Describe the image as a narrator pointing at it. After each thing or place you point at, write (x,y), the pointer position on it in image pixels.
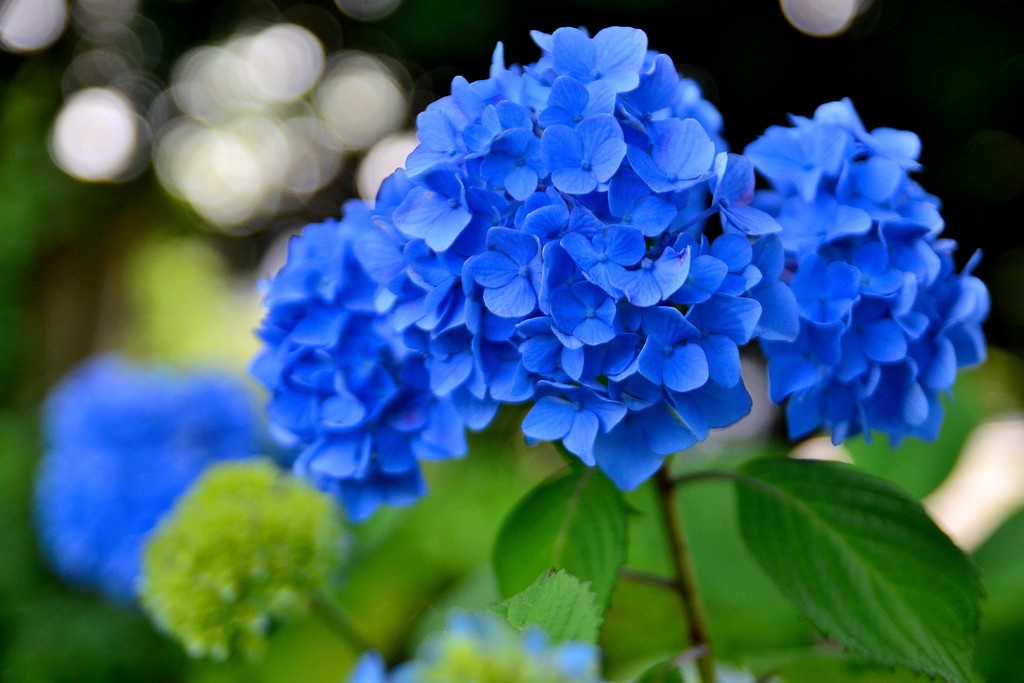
In the middle of this image (369,382), there are blue color flowers (754,185) of a plant (703,407) having green color leaves (603,496). And the background (809,14) is blurred.
